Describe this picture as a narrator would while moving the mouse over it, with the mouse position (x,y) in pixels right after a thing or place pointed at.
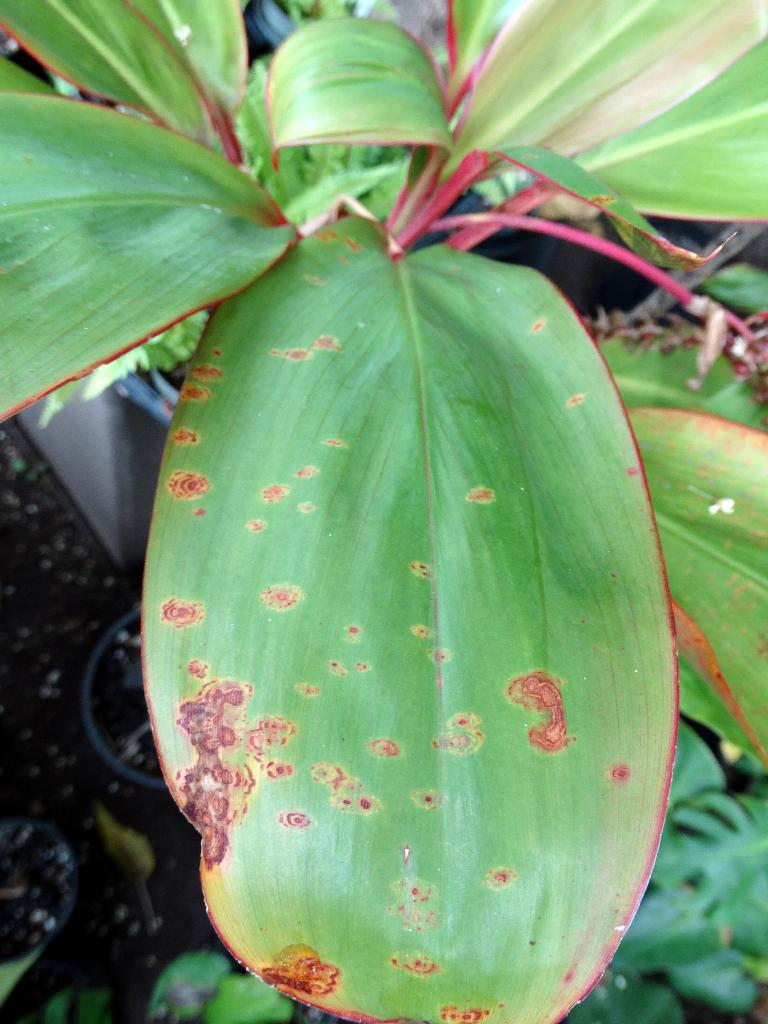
In this image we can see leaves (547,620). We can see land (62,819) and a pot (139,694) on the left side of the image (66,726).
